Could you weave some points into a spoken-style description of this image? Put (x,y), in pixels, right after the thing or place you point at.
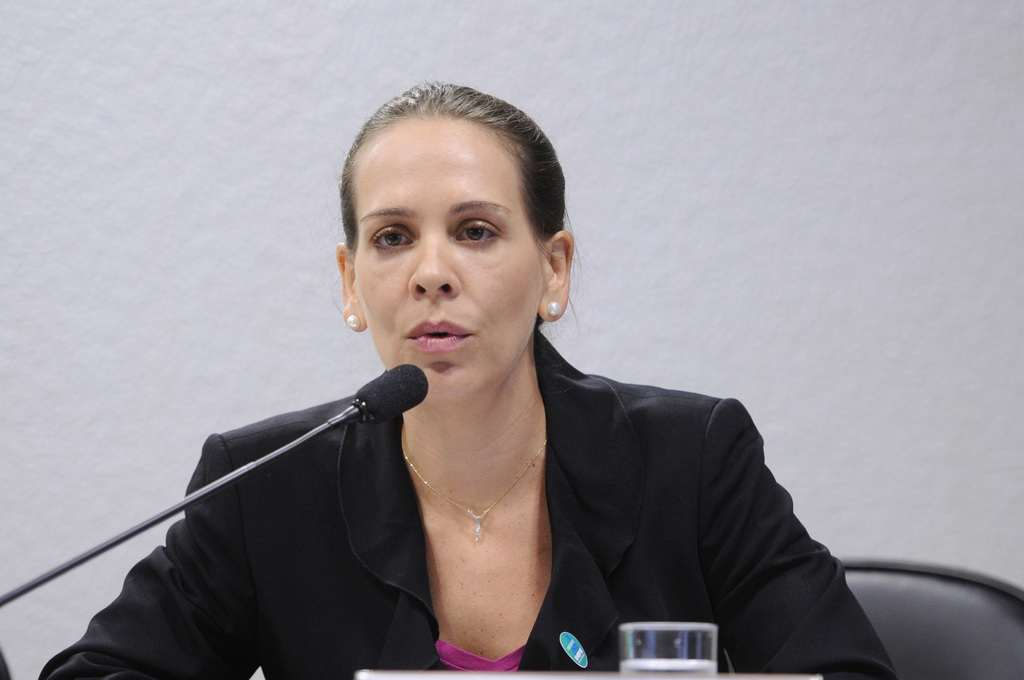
In the picture I can see a woman (499,619) wearing black color blazer (637,603), earrings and chain (447,494) is sitting on the chair (946,581) near the table (460,675) where I can see a glass (692,656) with water (681,667) in it is kept on it. Here I can see a mic (320,434) in front of her. In the background (238,395), I can see the wall (318,227).
